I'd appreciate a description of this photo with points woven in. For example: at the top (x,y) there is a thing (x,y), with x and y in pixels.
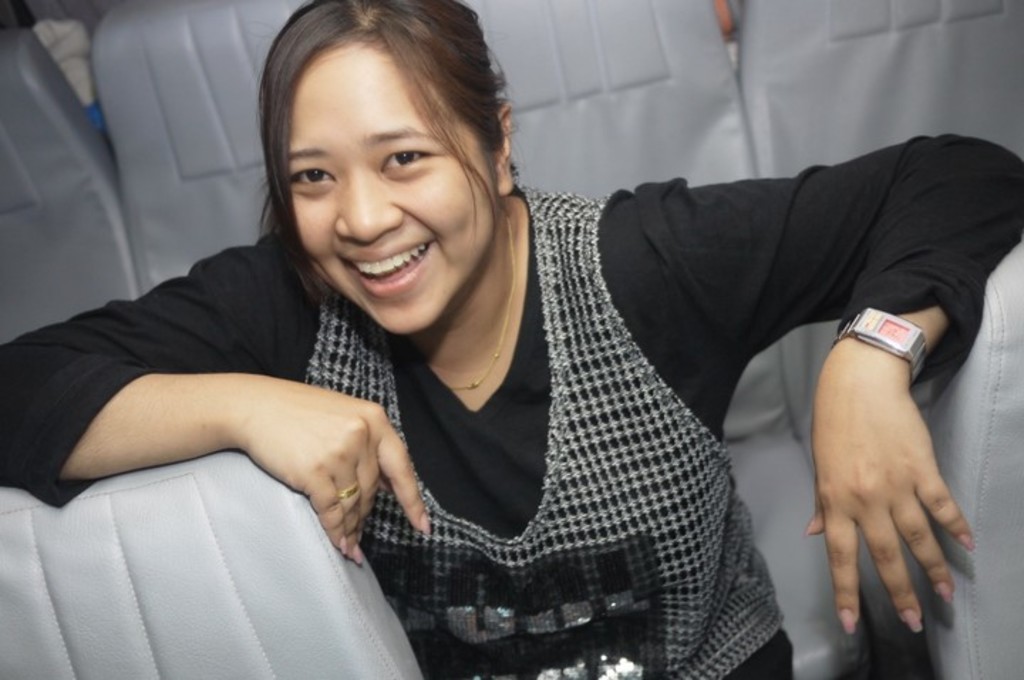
There is a woman (614,470) sitting on chair (669,1) and smiling and we can see chairs (869,82).
